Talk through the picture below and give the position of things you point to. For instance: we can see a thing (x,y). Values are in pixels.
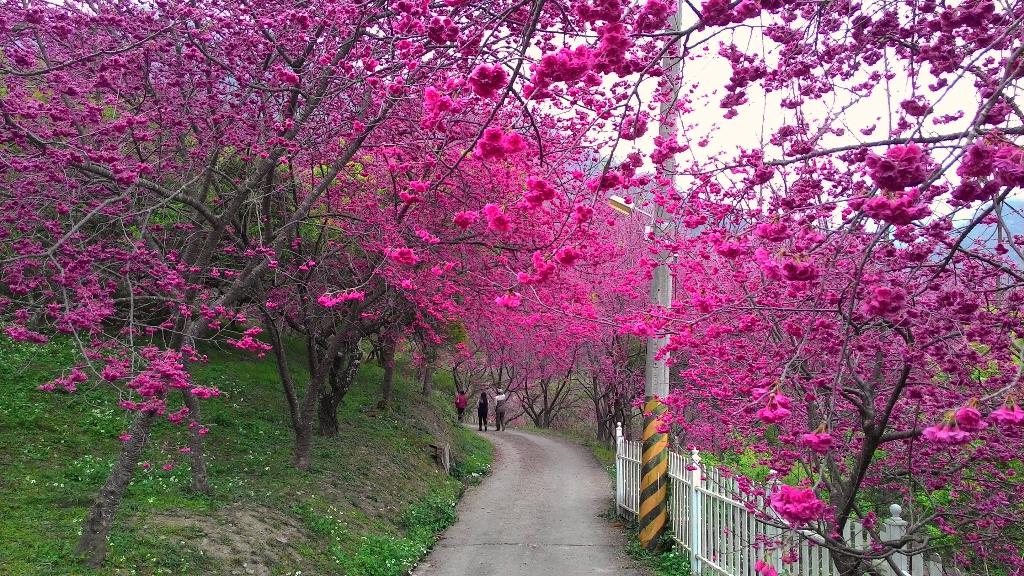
In this picture, there is a lane (549,446) in the center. Beside it, there is a fence (627,464) and a pole (649,463). On either side of the lane (534,509). There are trees (485,229) with pink flowers (818,316).
